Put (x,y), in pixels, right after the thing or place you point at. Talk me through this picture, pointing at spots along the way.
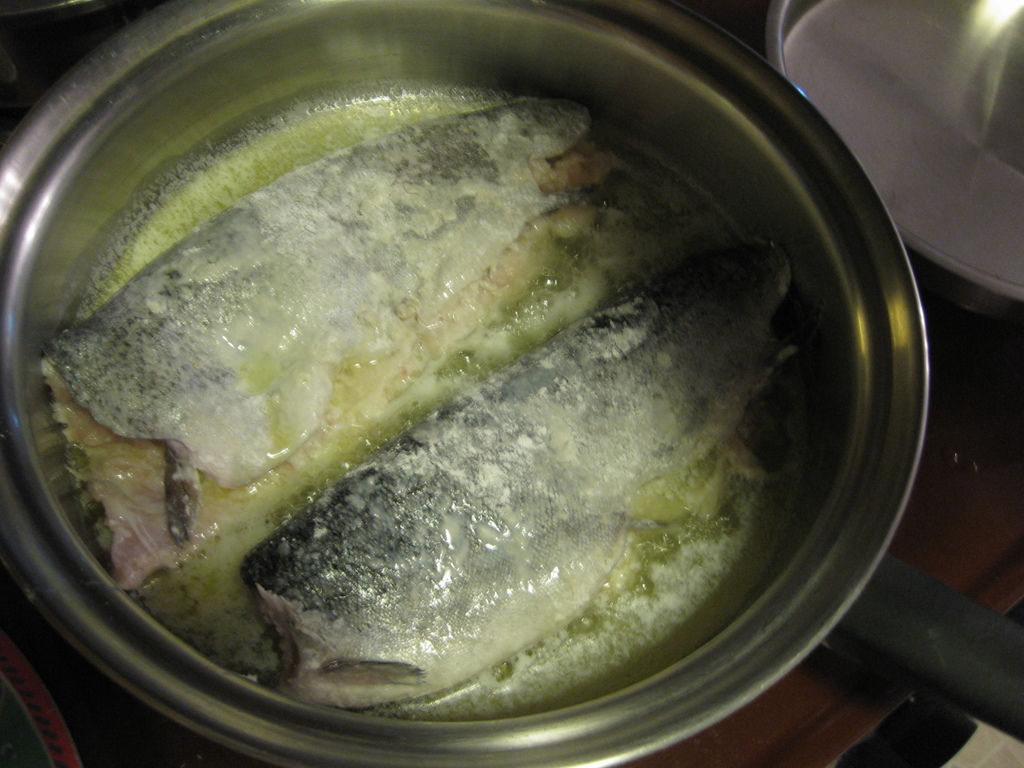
Here we can see fish pieces (420,529) with melted butter (349,447) in the pan (190,692). On the right side (975,189), we can see a container (998,228) and pan handle (939,666).
